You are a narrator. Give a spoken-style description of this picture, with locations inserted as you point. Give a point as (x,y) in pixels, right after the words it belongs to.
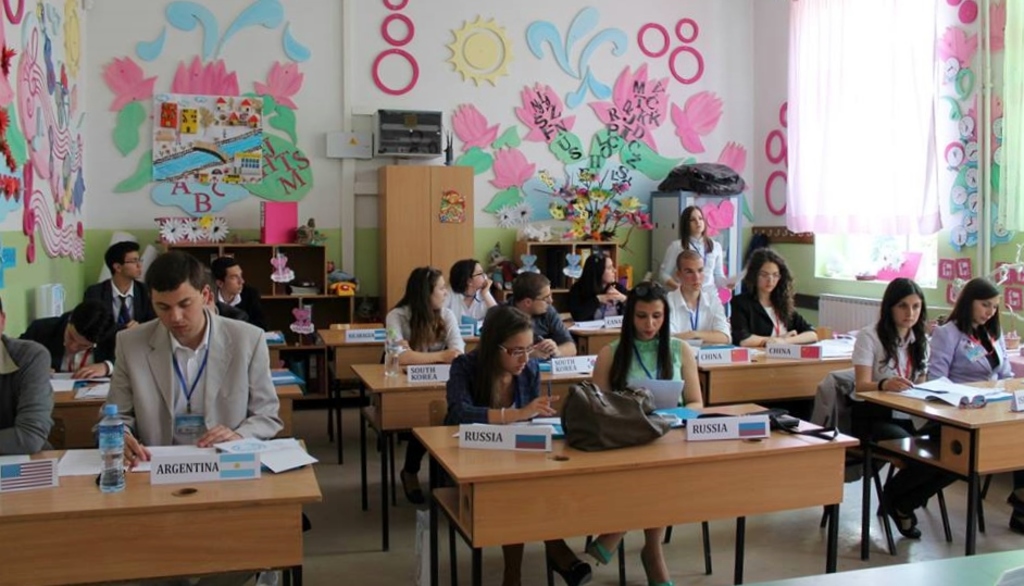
As we can see in the image there is a white color wall (369,229), benches (480,484) and few people (229,387) sitting on benches (489,496) and on benches (361,461) there are books (262,450) and posters (207,471).
